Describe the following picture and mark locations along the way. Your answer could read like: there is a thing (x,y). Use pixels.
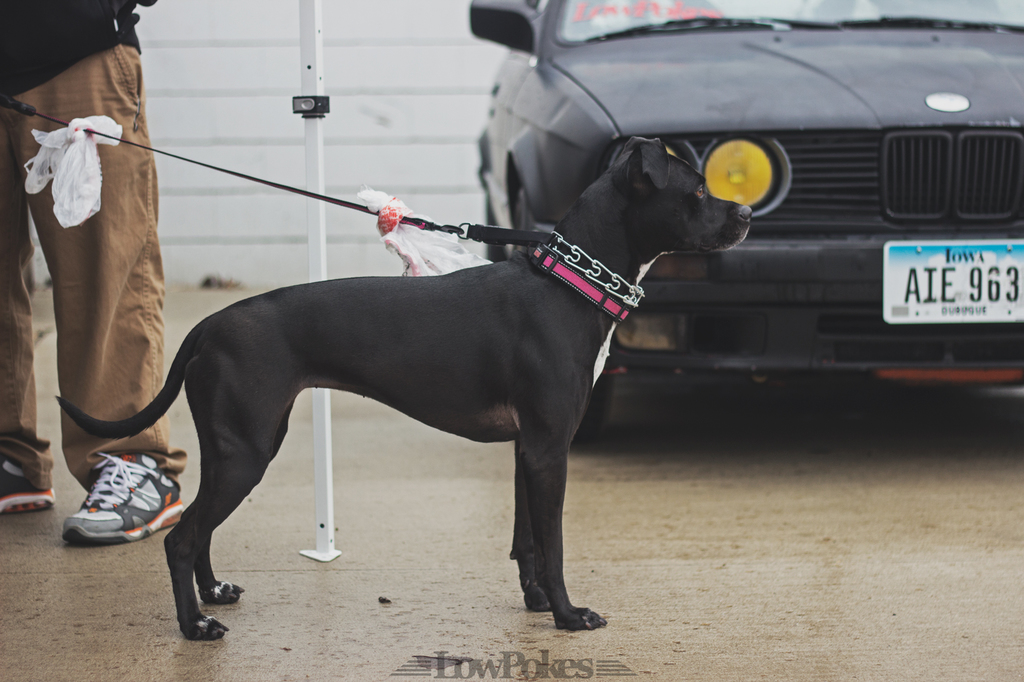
In this image we can see a black dog (653,245) on the ground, here is the belt (484,240), there a person (95,73) is standing, there a car (781,110) is parked on the ground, here is the number plate (890,245), there is the pole (302,16).
